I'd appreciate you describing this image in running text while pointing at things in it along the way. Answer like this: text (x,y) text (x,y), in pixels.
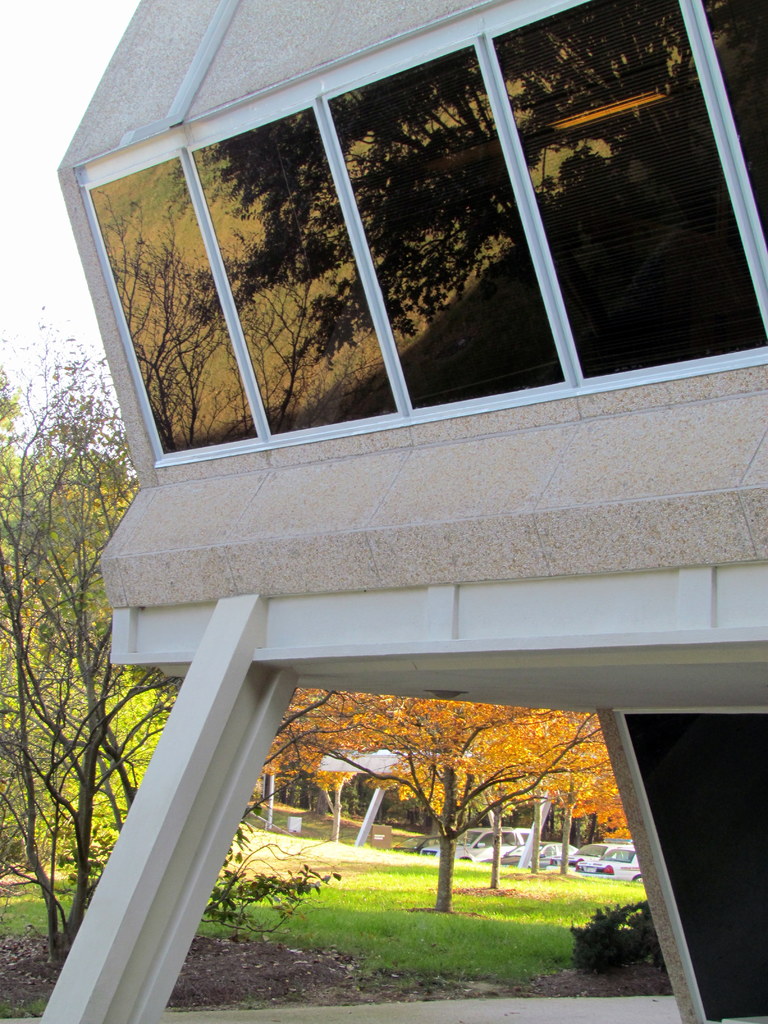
In this image I can see the building (488,638) in white and cream color and I can also see few glass windows (346,282). Background (68,275) I can see few trees (312,802) in green color, few vehicles (605,844) and the sky (17,191) is in white color.
